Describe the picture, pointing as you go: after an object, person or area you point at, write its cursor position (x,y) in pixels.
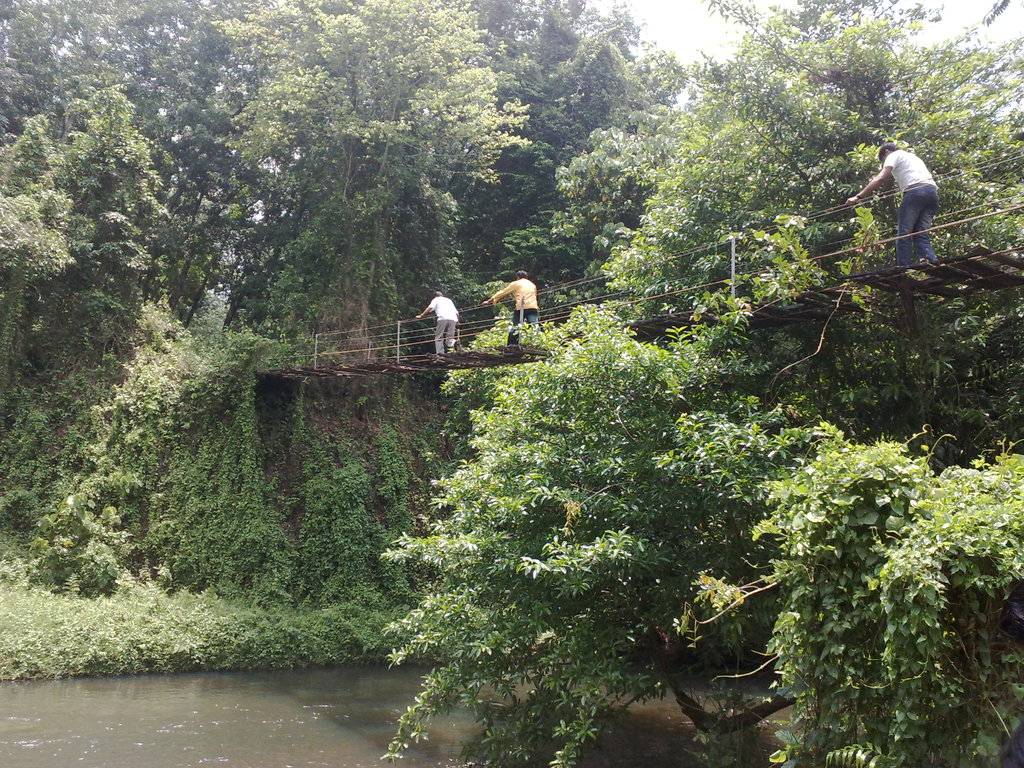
In this image, we can see a bridge (906,289) and there are some people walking on the bridge (920,274), we can see some trees (652,533), at the bottom (364,755) we can see water (266,722).
